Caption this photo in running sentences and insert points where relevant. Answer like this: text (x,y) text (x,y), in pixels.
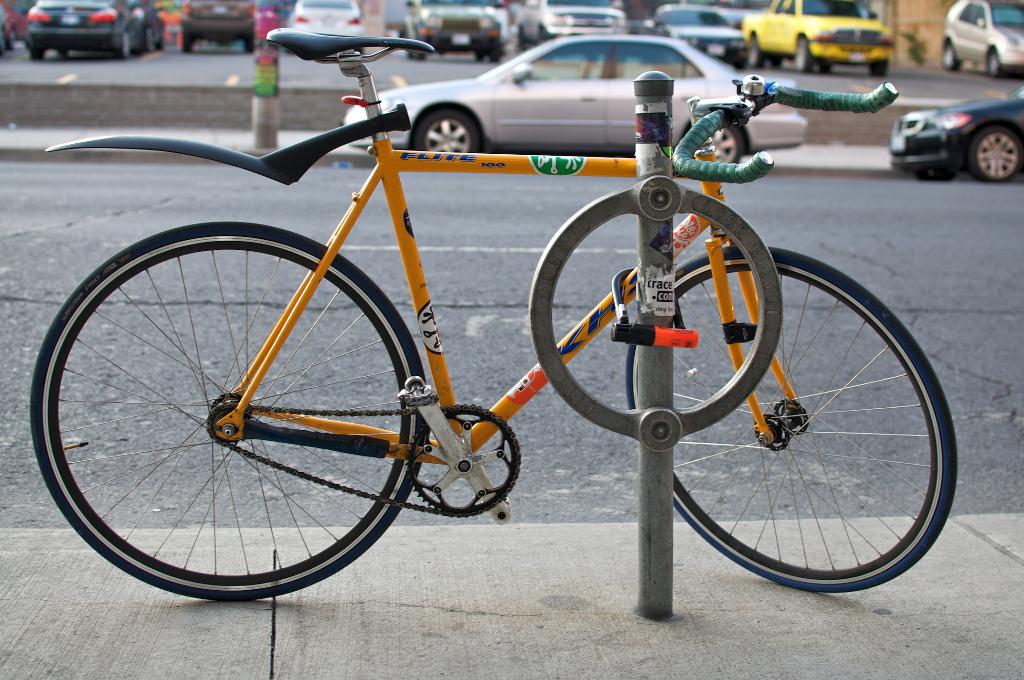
In this image we can see a cycle (318,421) on the sidewalk (584,612). There is a pole (657,405). In the background (61,258) there is road (622,243). And there are many vehicles (707,68).
